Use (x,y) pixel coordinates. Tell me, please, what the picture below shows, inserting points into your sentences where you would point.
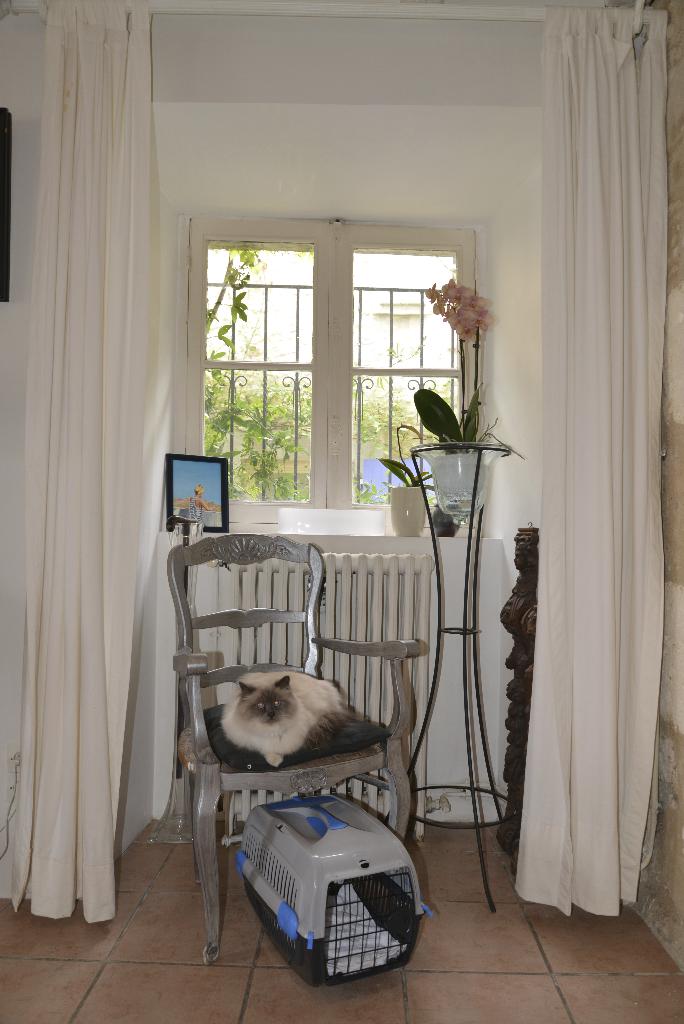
As we can see in the image there are curtains (73,295), window (355,389), white color wall (466,106), photo frame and a cat (258,706) on chair (219,728).
